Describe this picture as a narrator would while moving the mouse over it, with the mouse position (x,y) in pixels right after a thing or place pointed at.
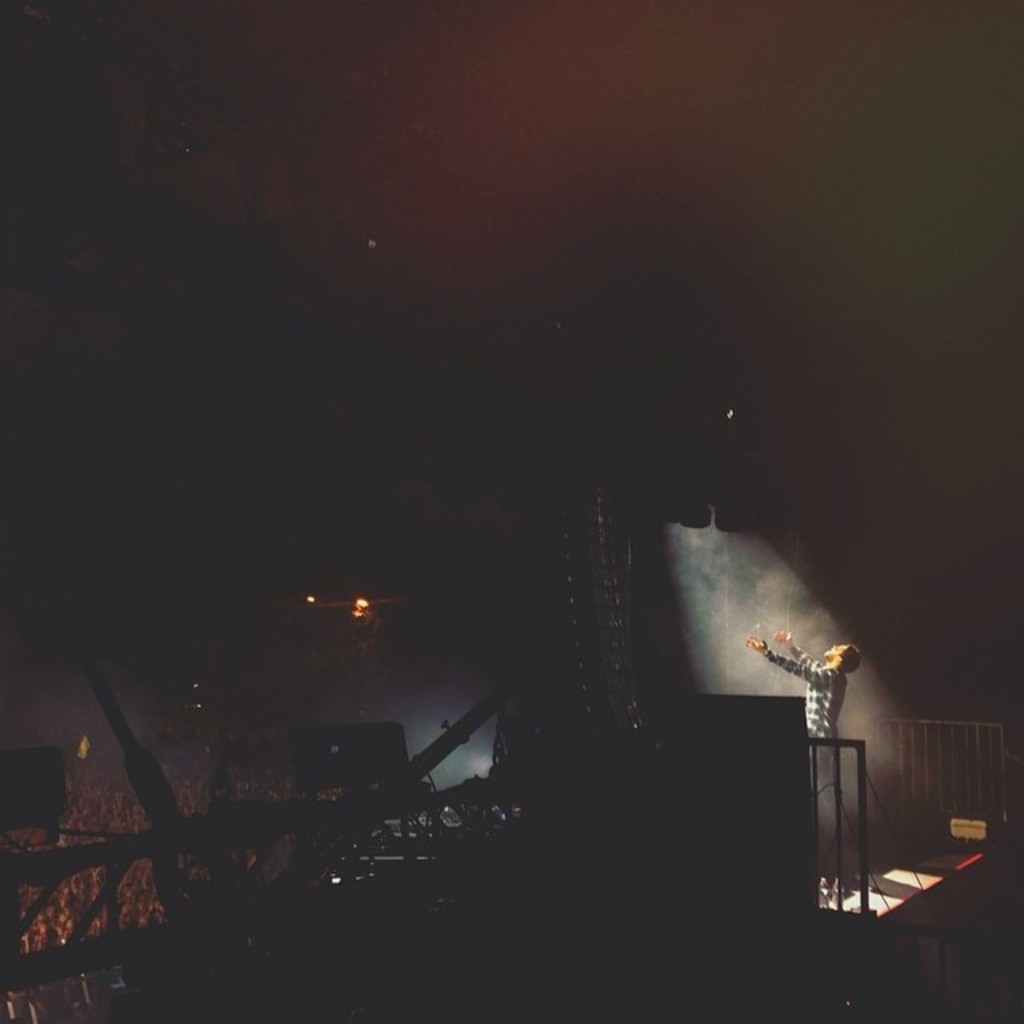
This image is taken during the night time. In this image we can see a person (811,712) standing. We can also see the railing (831,815) and some other objects (509,763). On the left (32,940) we can see many people (135,910). We can also see the lights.
